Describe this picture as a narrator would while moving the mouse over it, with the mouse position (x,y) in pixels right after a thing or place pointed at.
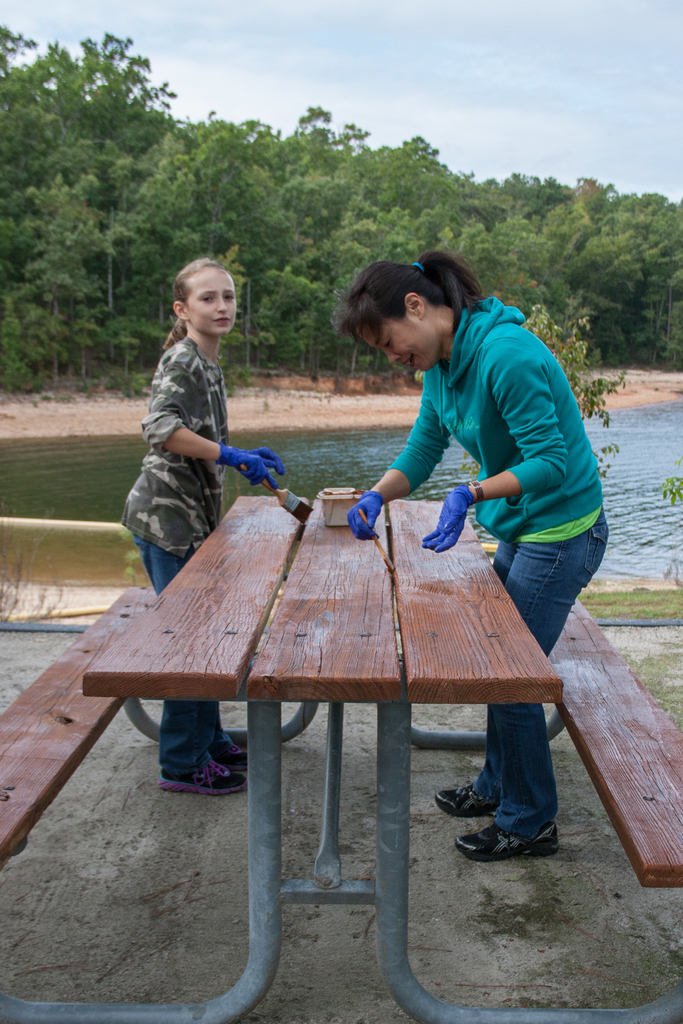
In this image I see a girl (208,413) and a woman (499,804) who are holding paint brushes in their hands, I can also see a bench (399,549) over here. In the background (668,518) I see the water (660,420), trees (41,121) and the sky (430,103).
